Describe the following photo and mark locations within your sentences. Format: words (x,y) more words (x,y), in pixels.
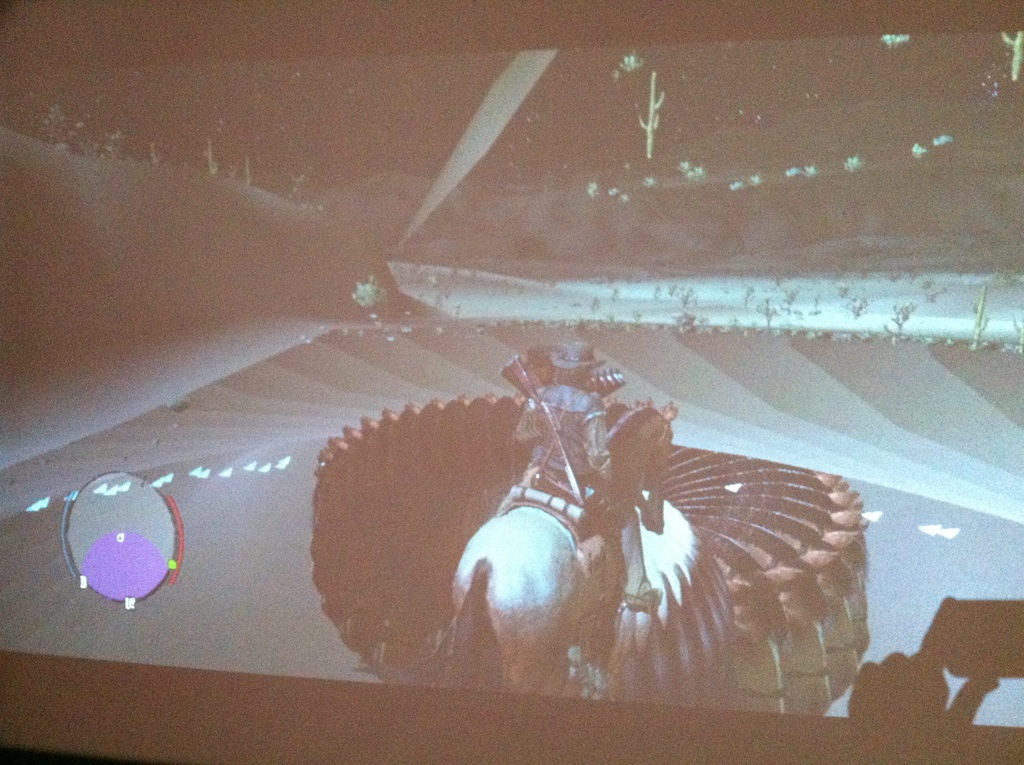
In this image we can see a screen (511,148) with an animated picture (579,540) of a person (558,410) sitting on the horse (604,556) and few other objects (745,541).
